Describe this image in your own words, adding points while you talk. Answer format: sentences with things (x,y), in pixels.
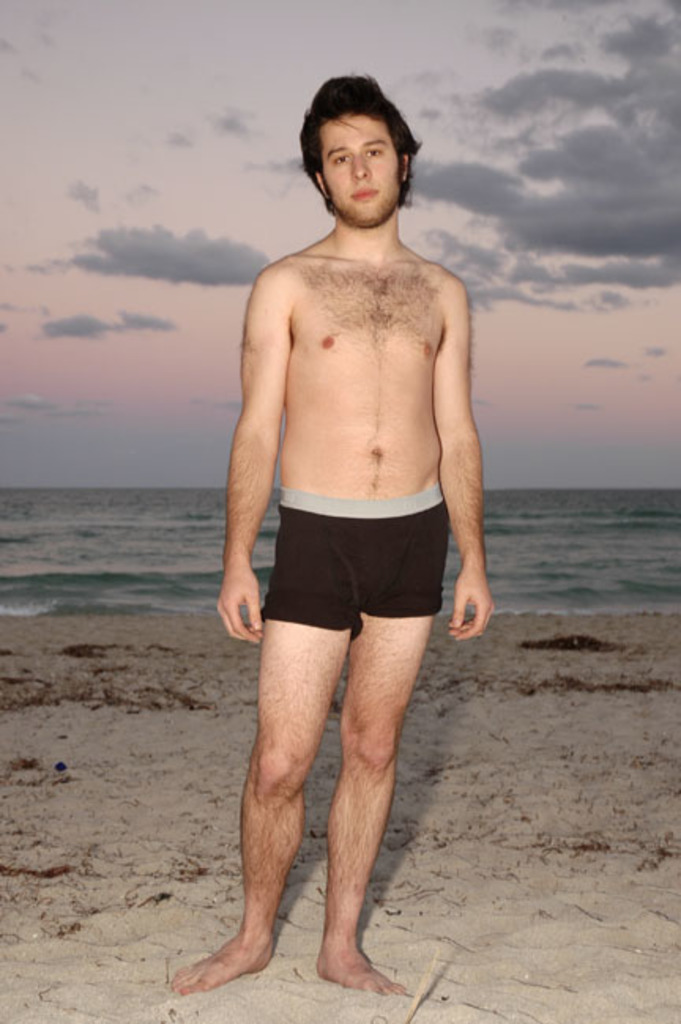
In this image we can see man (289,509) standing on sand (431,912). In the back (82,526) there is water (181,511). Also there is sky (162,240) with clouds (215,283).
